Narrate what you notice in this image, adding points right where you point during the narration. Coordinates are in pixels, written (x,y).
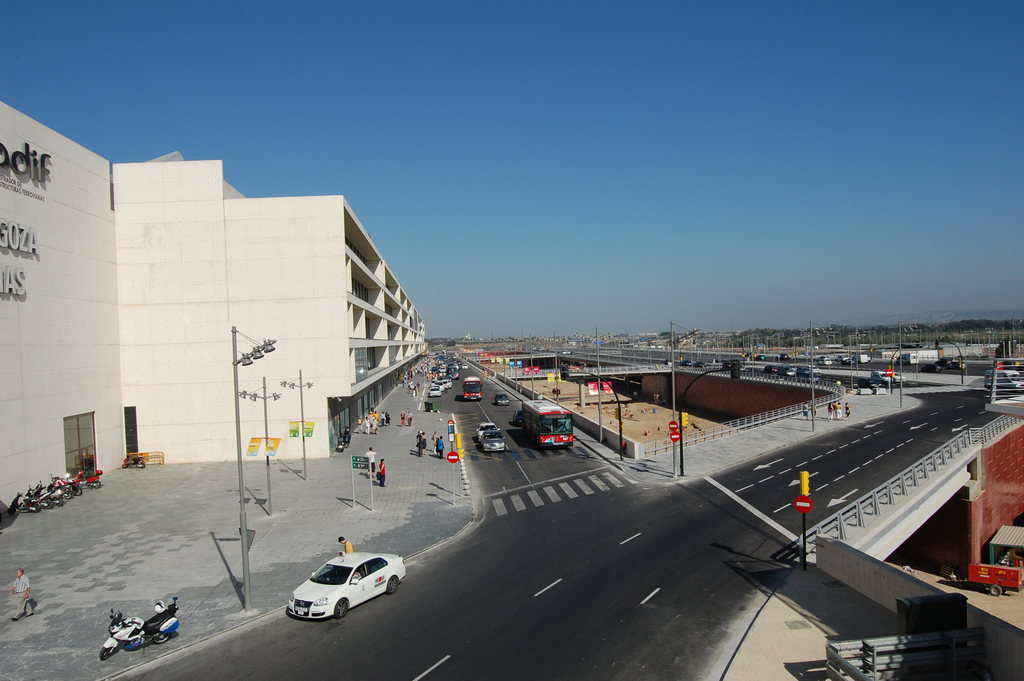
In this image we can see roads (588,472), poles (239,484), car (393,573), bikes (42,487), people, a building (418,355) and the sky (593,195).
